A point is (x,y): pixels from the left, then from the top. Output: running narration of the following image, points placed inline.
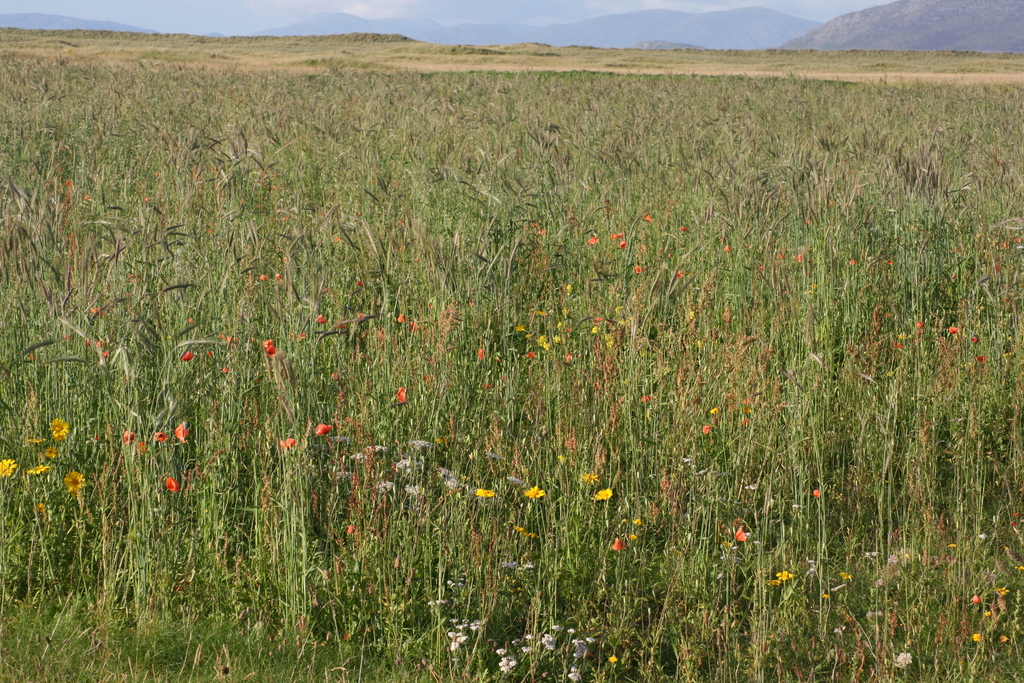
In this image we can see the mountains (963,23), some plants (586,385), some plants (757,518) with flowers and some grass (808,61) on the ground (483,49). At the top (198,25) there is the cloudy sky (552,18).
